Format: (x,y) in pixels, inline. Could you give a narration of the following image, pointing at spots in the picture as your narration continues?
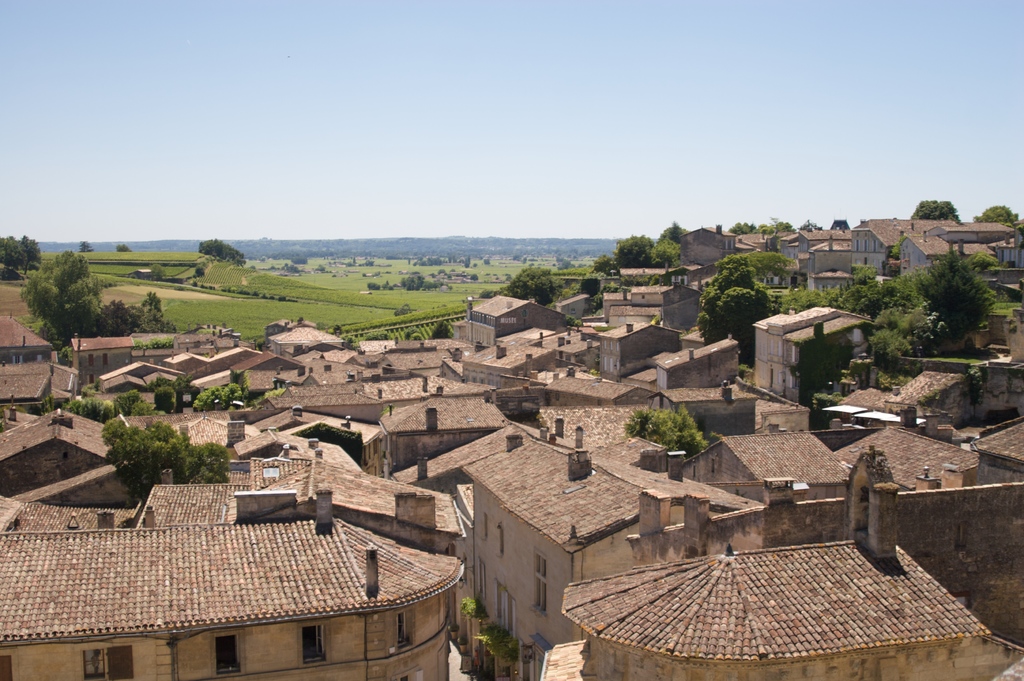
In this image I can see the houses (423,426). In the background (139,310), I can see the trees (642,250) and the sky (348,143).
